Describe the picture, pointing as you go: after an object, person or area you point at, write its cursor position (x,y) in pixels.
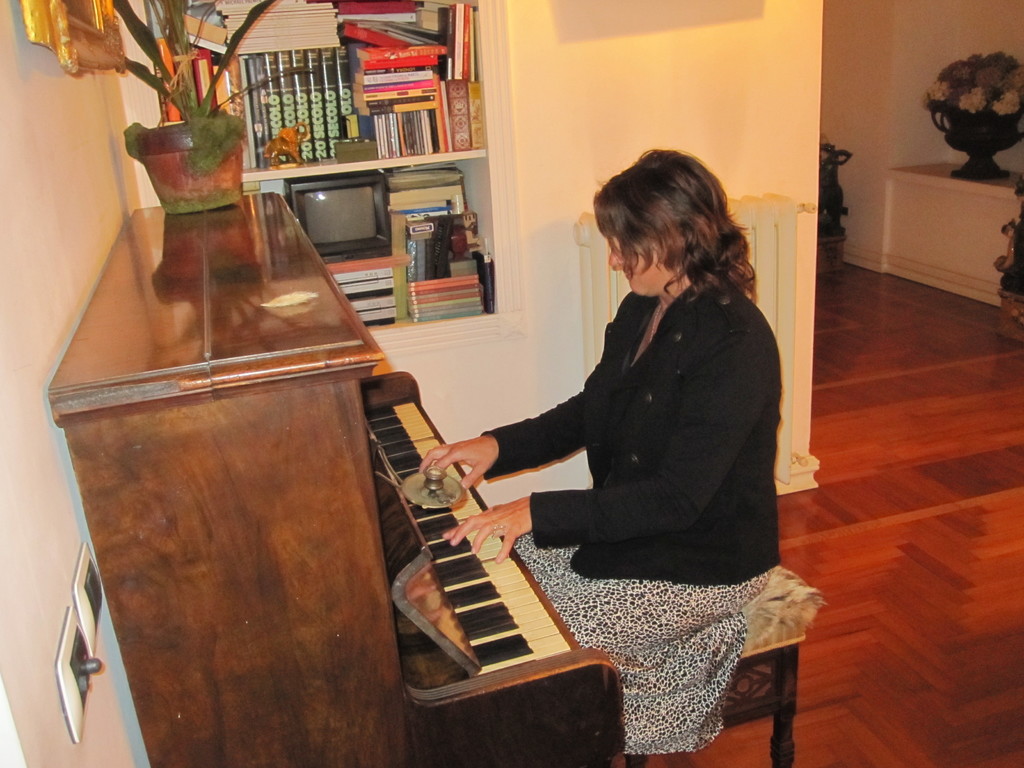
In this image I can see a woman (743,506) sitting on the stool (760,689) and playing the piano (491,624). This is an image clicked inside the room (556,225). In the background (418,293) there is a rack (427,160) filled with books (428,93). On the right side (974,255) there is a table (968,195) on that I can see a flower pot (964,102).
